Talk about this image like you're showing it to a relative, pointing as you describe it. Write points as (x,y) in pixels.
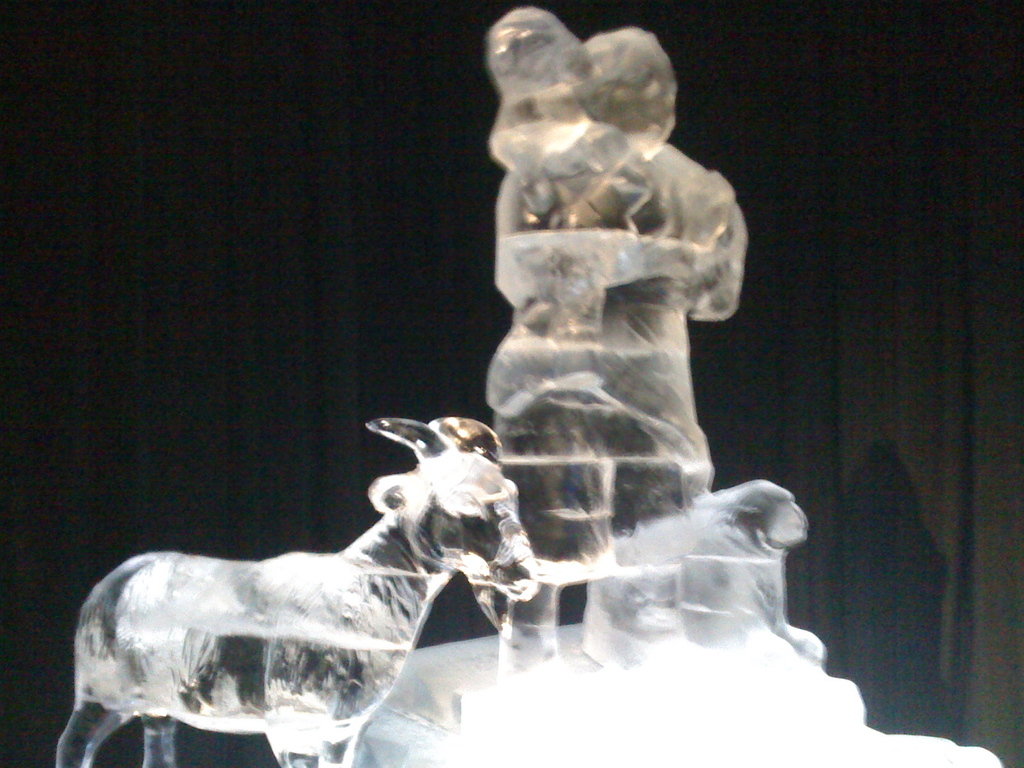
In this image we can see the ice objects (505,466). In the background (272,208) we can see the black color curtain (755,431).
